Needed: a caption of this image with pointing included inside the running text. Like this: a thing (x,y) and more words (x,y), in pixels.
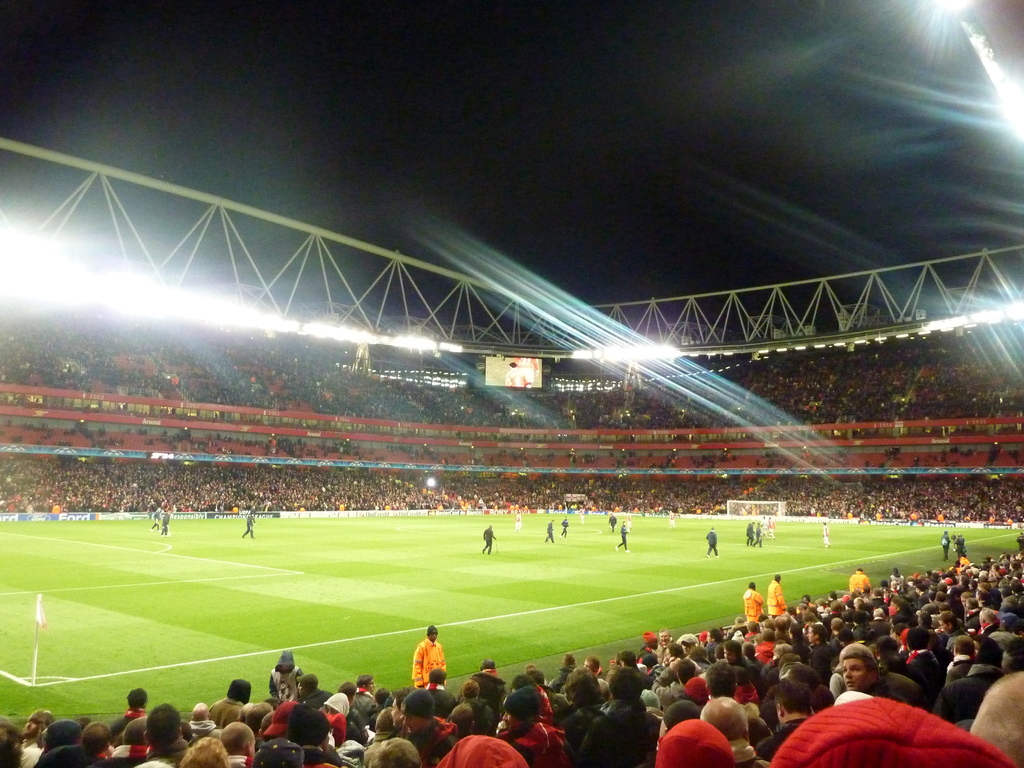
This image is clicked in a ground (460,573). There are so many people (601,488) sitting in auditorium (118,467). There are lights (668,345) in the middle (423,373). There is sky (328,103) at the top (339,205).
